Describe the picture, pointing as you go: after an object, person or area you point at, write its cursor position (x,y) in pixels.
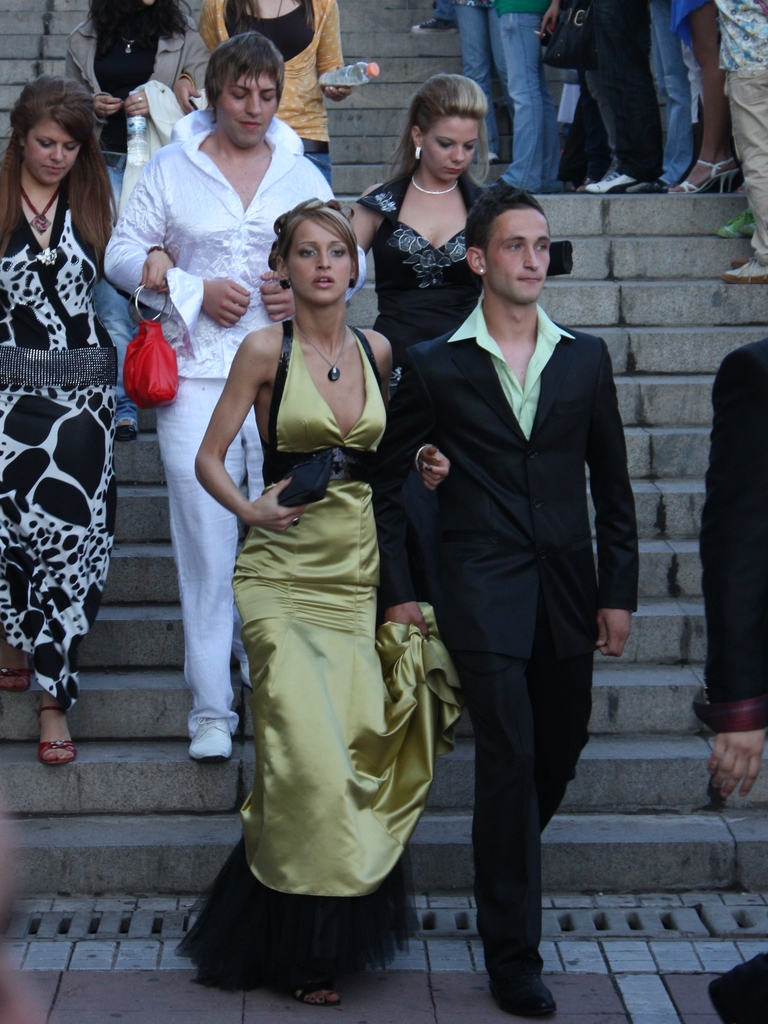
In this picture we can see a group of people (225,673) where some are standing and some are walking on steps (155,716).
